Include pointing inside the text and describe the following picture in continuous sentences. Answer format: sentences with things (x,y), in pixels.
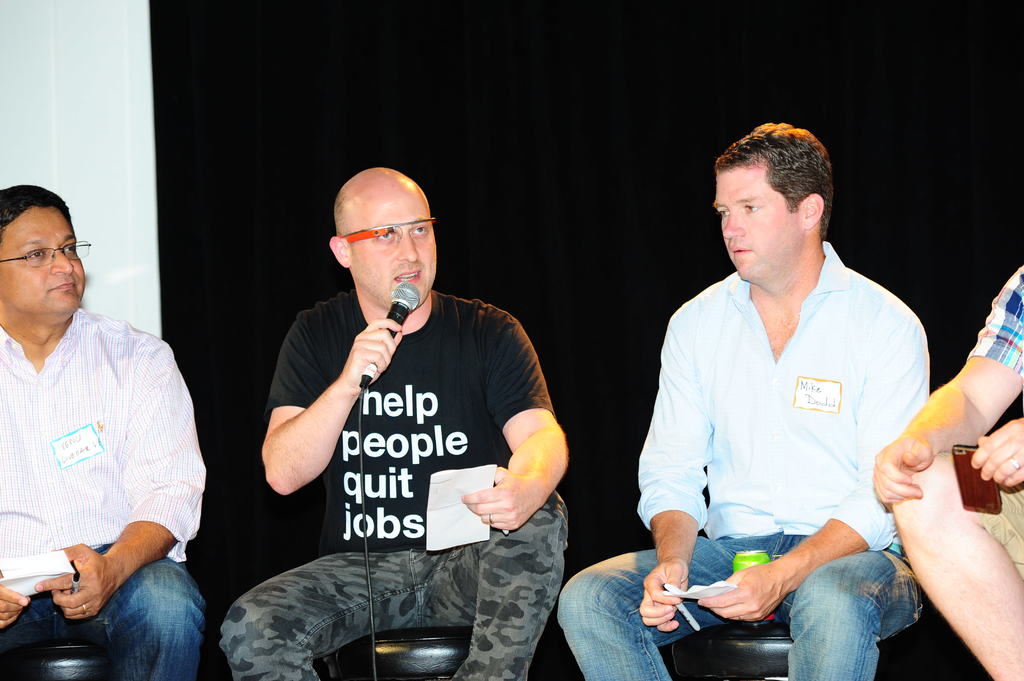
In this picture there are four persons (996,350), one person (388,516) who is holding the mic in the hands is explaining about something towards facing the forward direction there are three people (156,360) who are sitting beside the men (380,505) are holding papers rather than a person (900,449) who is holding a mobile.
